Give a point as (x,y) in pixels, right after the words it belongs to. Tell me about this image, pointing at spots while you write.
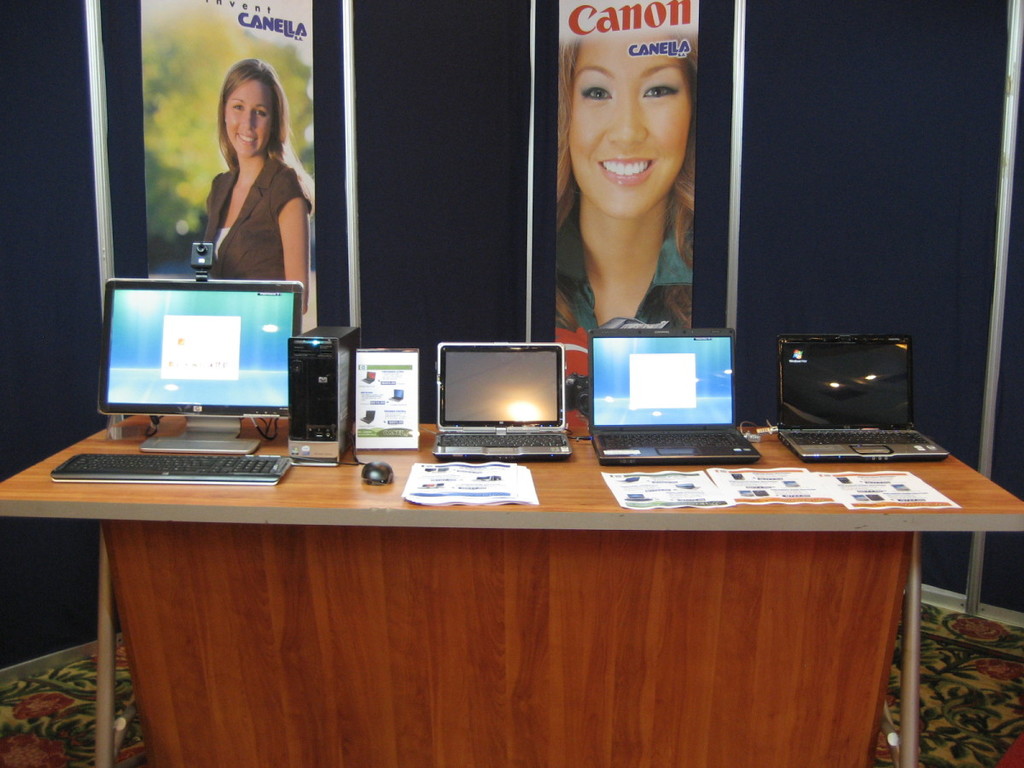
There is wall (442,154) on which two frames (264,147) are placed in that there are two women (253,168). In front (488,564) there is a table (504,569) on which there three laptops (717,410) and a personal computer (340,381) is placed, and papers (511,482) are also placed on the table (718,508). There is a floor (957,698) with a floor mat (981,697).
